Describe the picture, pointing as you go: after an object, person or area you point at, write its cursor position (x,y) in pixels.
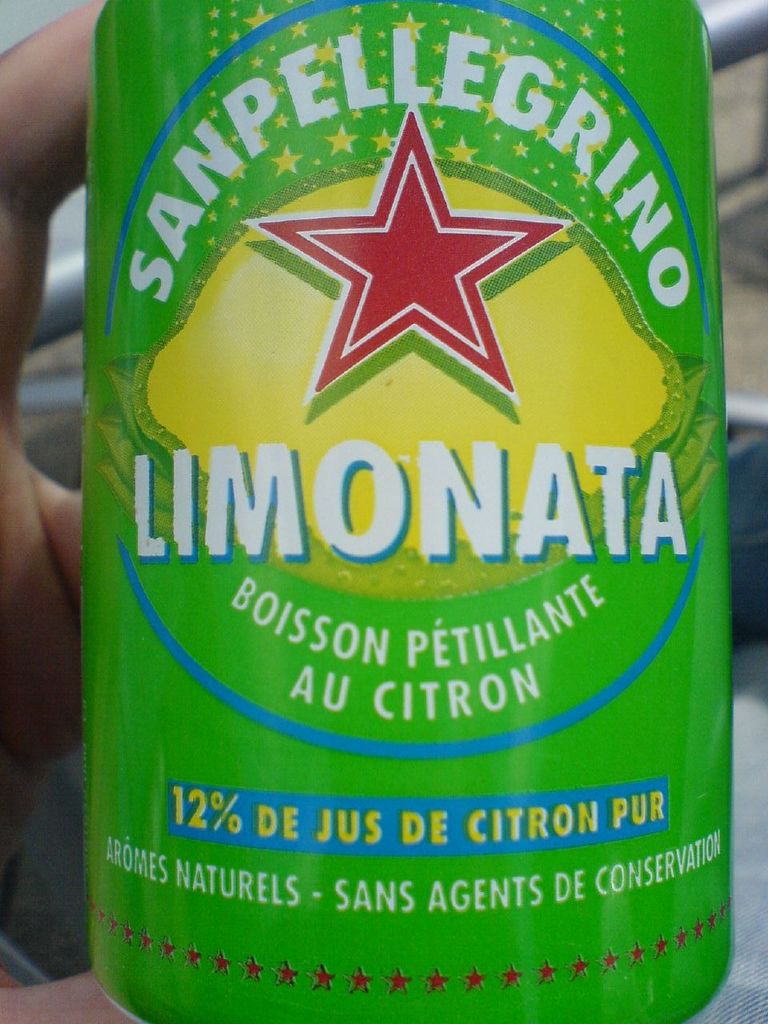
In this picture I can observe a tin (235,729). This tin (206,767) is in green color and I can observe some text (208,131) on this tin (301,737). On the left side (39,65) there is a human hand (69,602).
